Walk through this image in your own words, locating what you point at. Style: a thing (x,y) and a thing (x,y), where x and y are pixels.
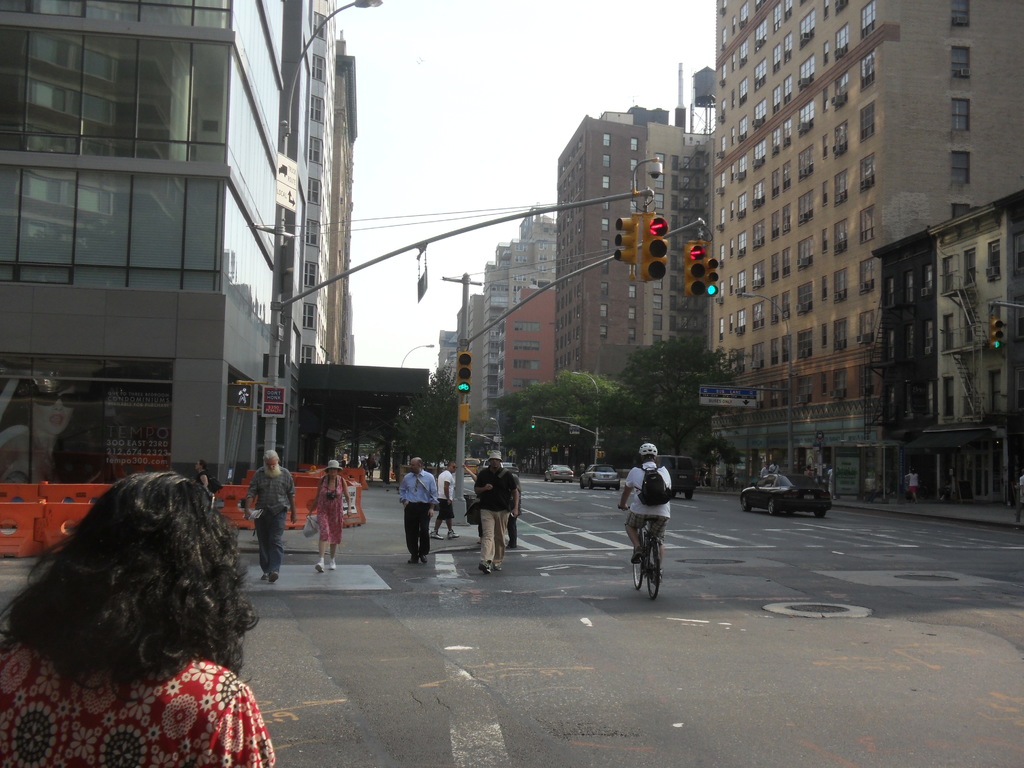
In this picture we can see persons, vehicles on the road (717,691) and in the background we can see buildings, trees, traffic signals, sky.
